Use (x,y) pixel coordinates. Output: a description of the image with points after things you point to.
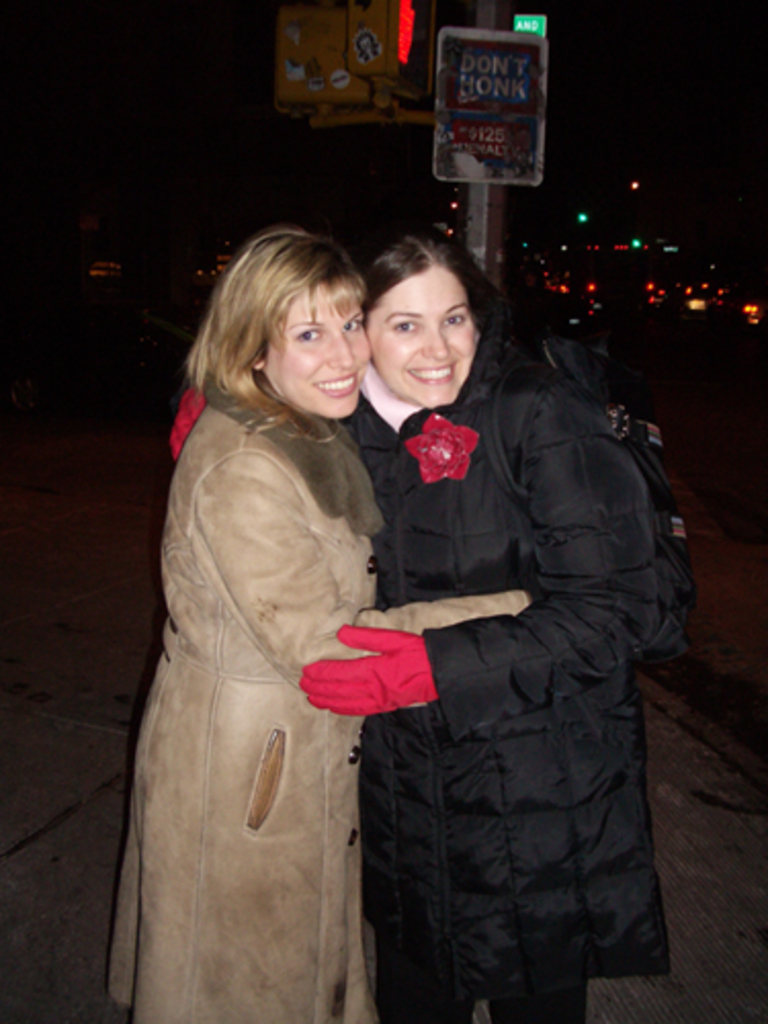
As we can see in the image in the front (201,636) there are two women (310,575) standing. In the background (443,58) there is a sign board (461,107) and lights (387,34). The background (696,163) is dark.
